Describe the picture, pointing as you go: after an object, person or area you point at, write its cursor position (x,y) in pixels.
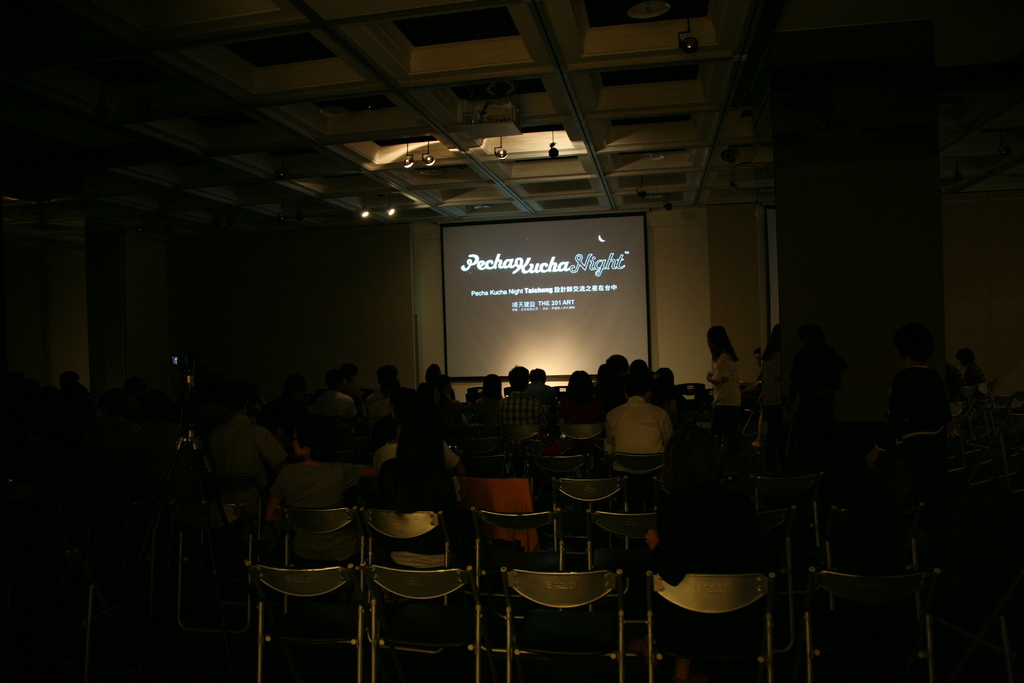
In this picture we can see a group of people (670,539) sitting on chairs (345,629) and in the background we can see a projector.
